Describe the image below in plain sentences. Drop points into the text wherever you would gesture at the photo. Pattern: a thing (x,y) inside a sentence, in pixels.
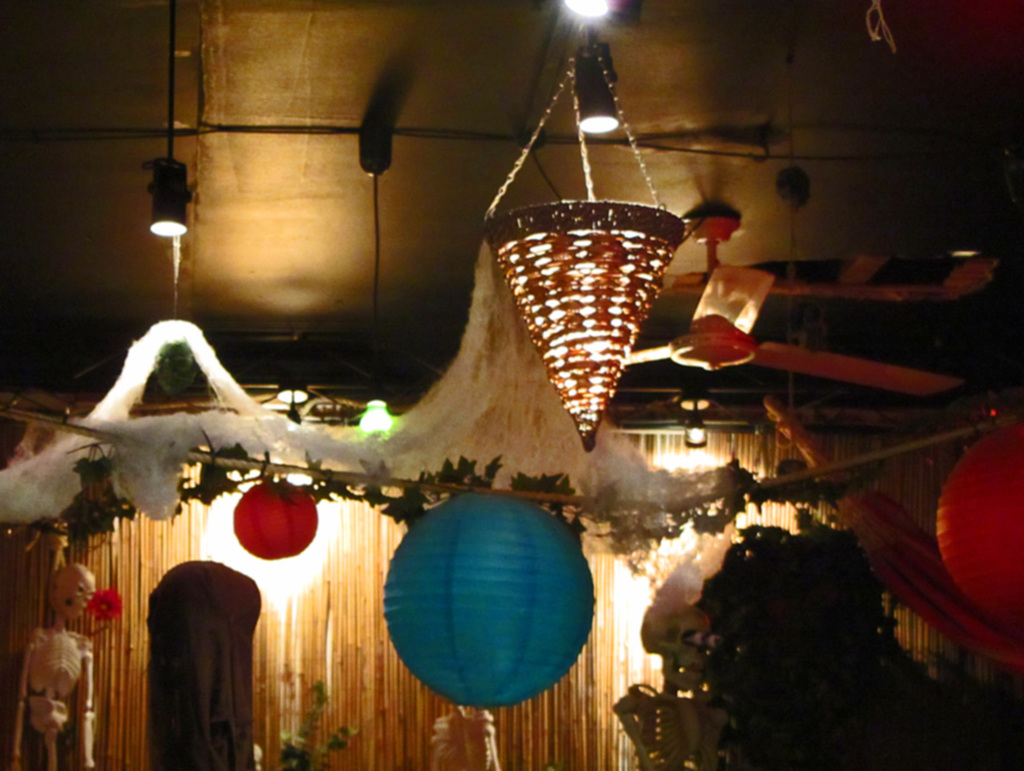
In this picture we can see skeletons (61,591), balls (283,506), leaves (803,606), lights (695,413), fan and some objects (582,370) and in the background (256,717) we can see the wall (278,562).
